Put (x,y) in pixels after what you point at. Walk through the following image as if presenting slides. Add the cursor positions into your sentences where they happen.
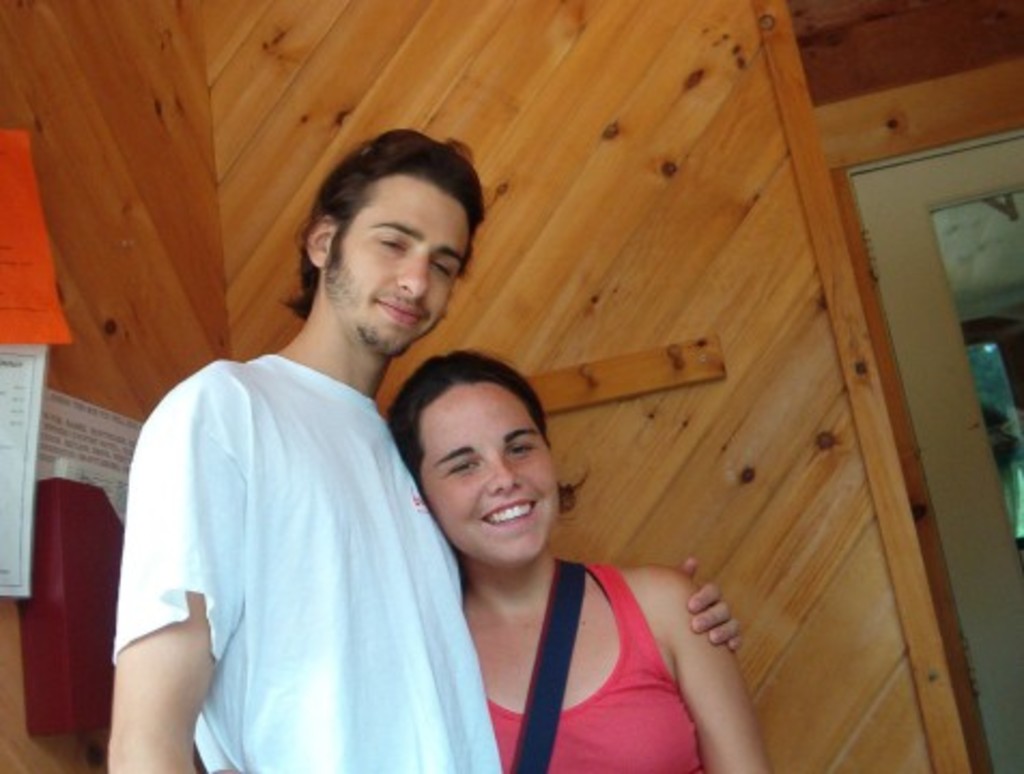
In this picture we can see there are two persons (341,620) standing. Behind the two persons (290,652), there is a wooden wall (574,164). On the left side of the persons (159,531) there are posters (46,425). On the right side of the image (904,298), it looks like a door (954,326).
